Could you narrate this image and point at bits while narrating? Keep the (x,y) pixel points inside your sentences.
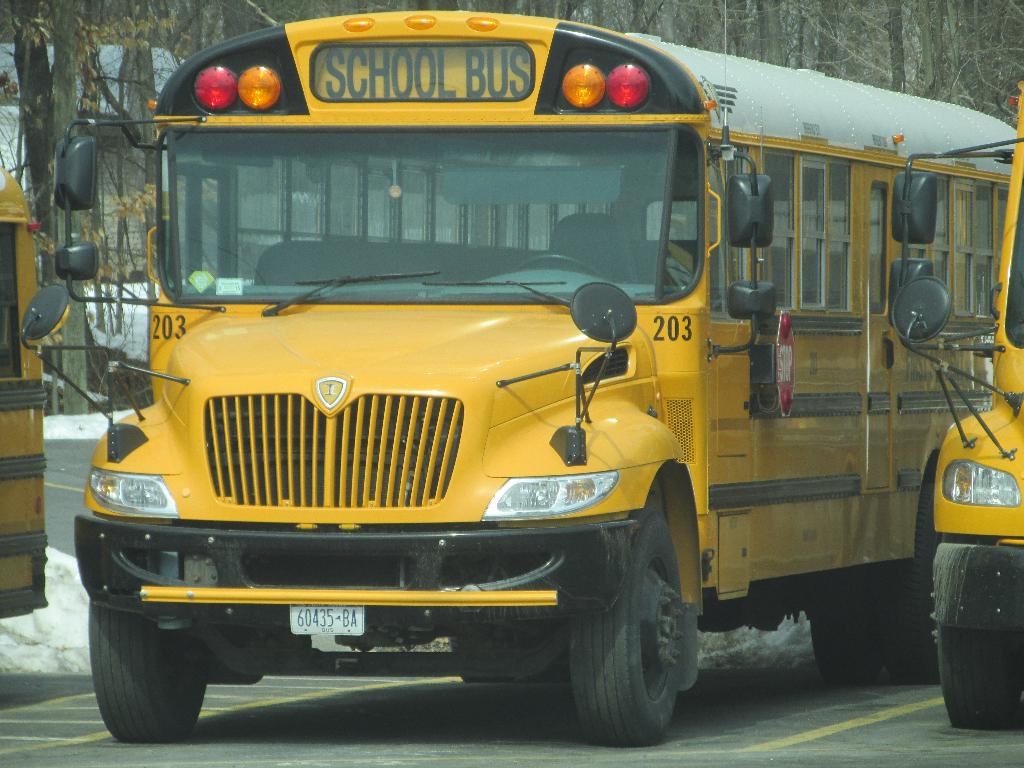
In this picture I can see vehicles (27,307) on the road (719,767), and in the background (1023,76) there are trees (1023,76).
